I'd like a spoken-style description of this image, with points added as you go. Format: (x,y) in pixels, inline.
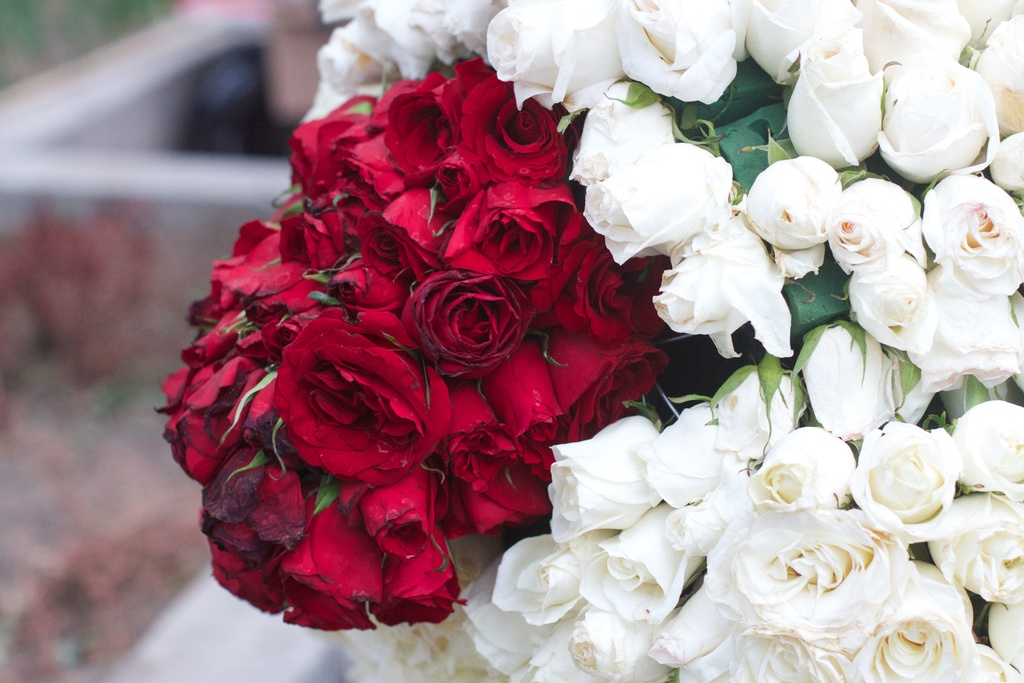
In this picture we can see red and white roses (542,382) in a bouquet (780,463) which is kept on the wall (333,679). In the top left corner (121,23) there are grass (63,30).
